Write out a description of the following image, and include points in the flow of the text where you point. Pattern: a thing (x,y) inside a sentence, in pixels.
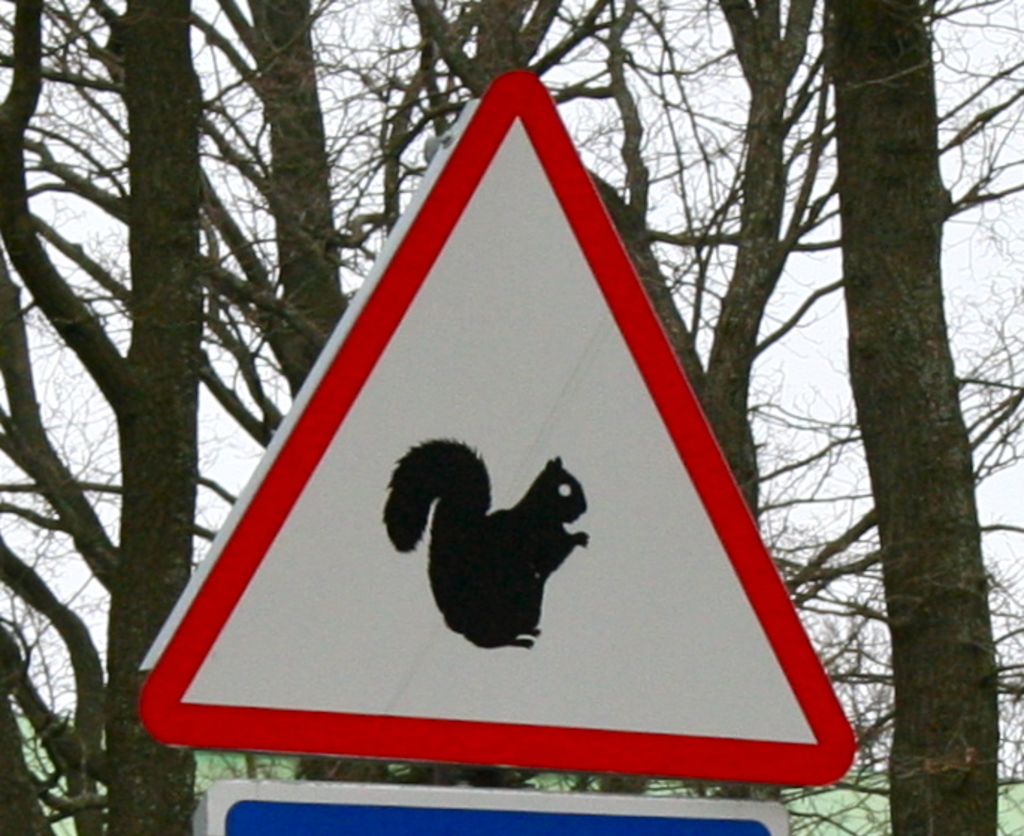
In This image in the foreground (517,534) there is a sign board (425,323). In the background (680,290) there are trees (703,397). The sky (219,376) is clear.
